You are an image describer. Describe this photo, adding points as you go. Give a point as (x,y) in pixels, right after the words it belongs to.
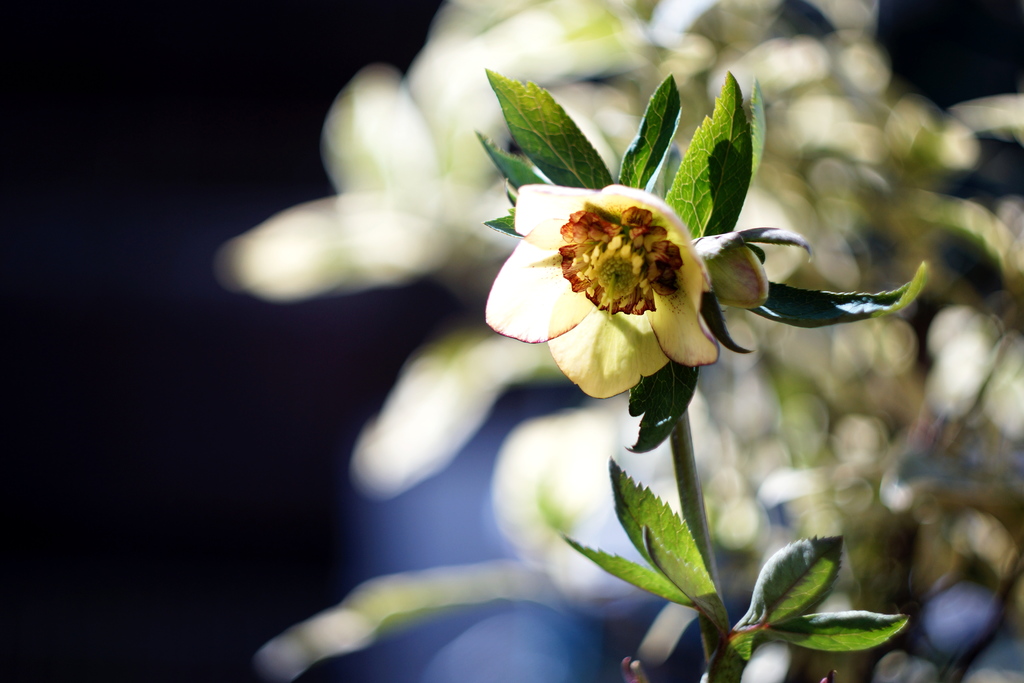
In this picture we can see a flower (663,302) and leaves (787,625) in the front (677,537), it looks like a plant (895,284) on the right side (873,241), there is a blurry background (206,114).
